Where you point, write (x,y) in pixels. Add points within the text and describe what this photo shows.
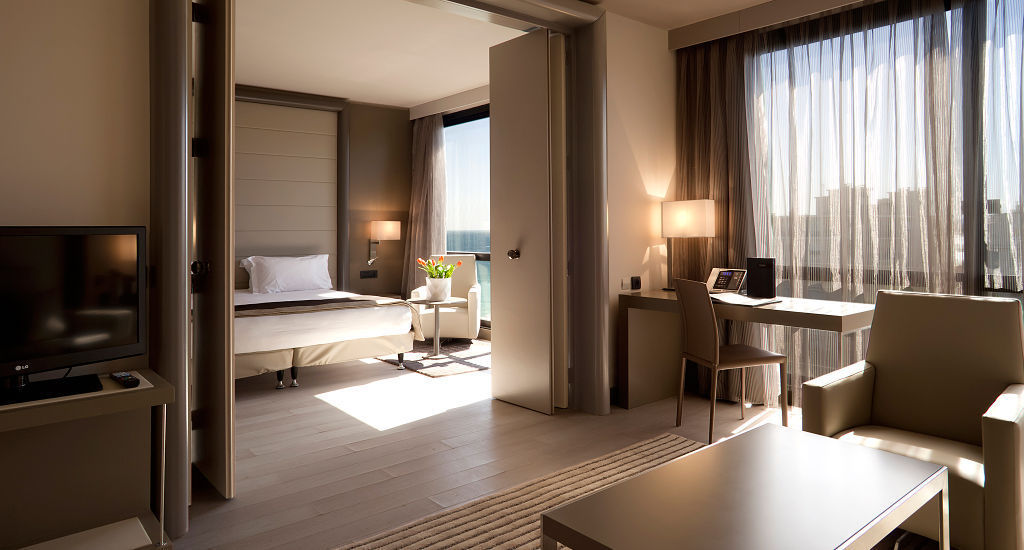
This is a picture consist of inside view of a house (318,218), on the right side (955,311) there is a sofa set (941,416) and there is table (809,490) and right side (776,307) corner there is a table (750,307) and in front the table (764,312) there is a window (782,173) and there is a curtain (715,128) hanging through the window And there is a light (675,223) kept on the table (646,288) and there is doors (523,272) visible on the middle (514,281) and there is a system (35,355) on the table (31,402) on the left side (5,372) and on the middle corner (409,309) i can see a bed (308,303), there is a pillow (296,285), beside the bed (290,324) there is a chair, beside the chair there is a flower pot (432,292).
